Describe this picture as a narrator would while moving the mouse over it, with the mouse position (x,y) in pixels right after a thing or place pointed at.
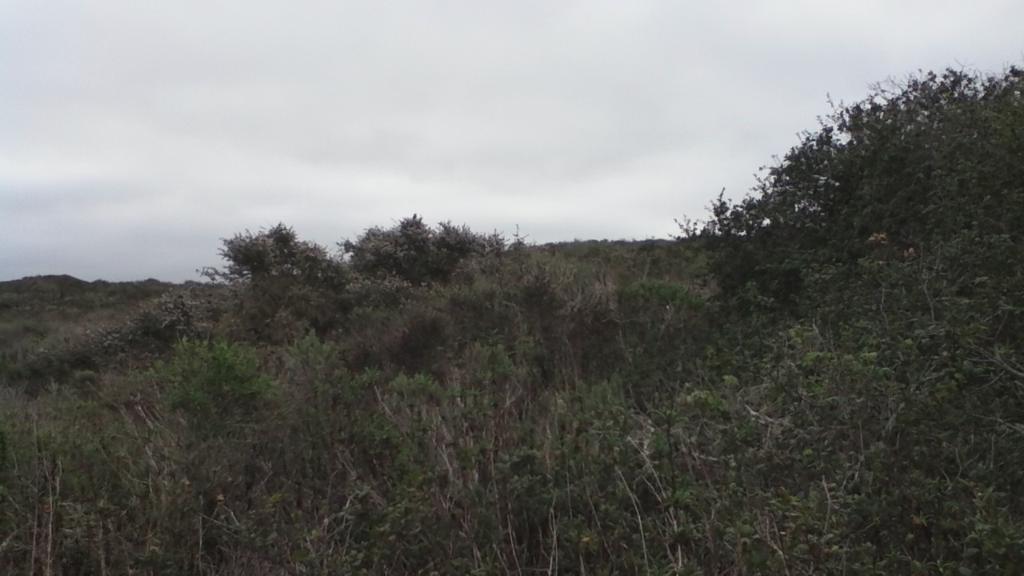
In this picture I can see trees (640,316), and in the background (460,156) there is the sky (448,152).
